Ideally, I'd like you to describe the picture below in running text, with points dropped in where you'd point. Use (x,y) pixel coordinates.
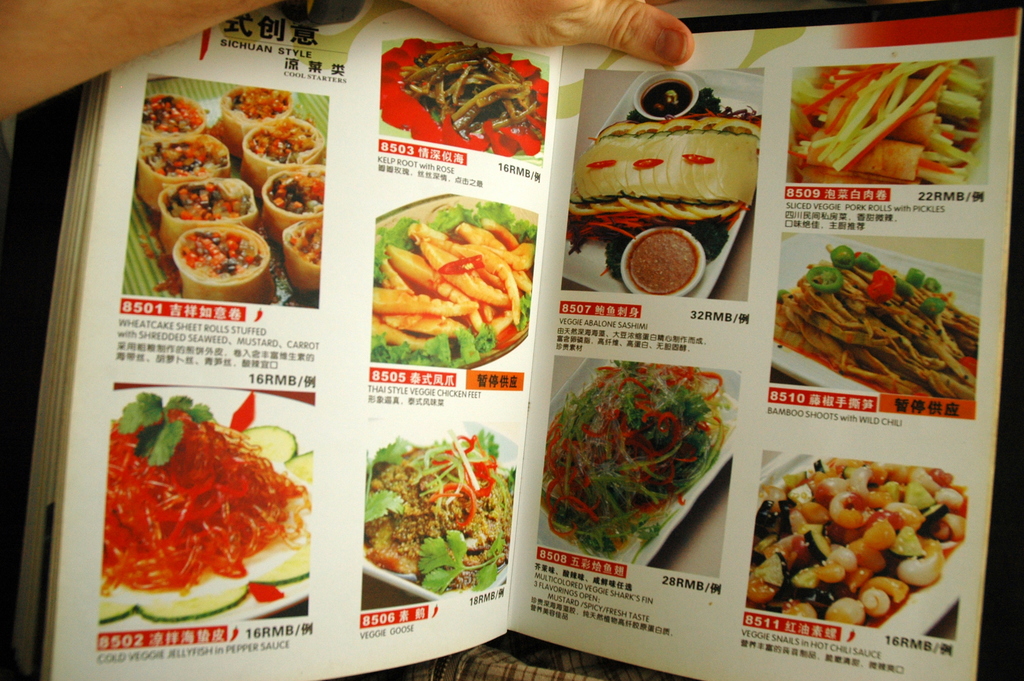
In this image we can see pictures (474,242) of food items (474,242) in the books (423,249), also we can see the text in the book (256,31), and there is the hand (583,11) of a person (170,25).
